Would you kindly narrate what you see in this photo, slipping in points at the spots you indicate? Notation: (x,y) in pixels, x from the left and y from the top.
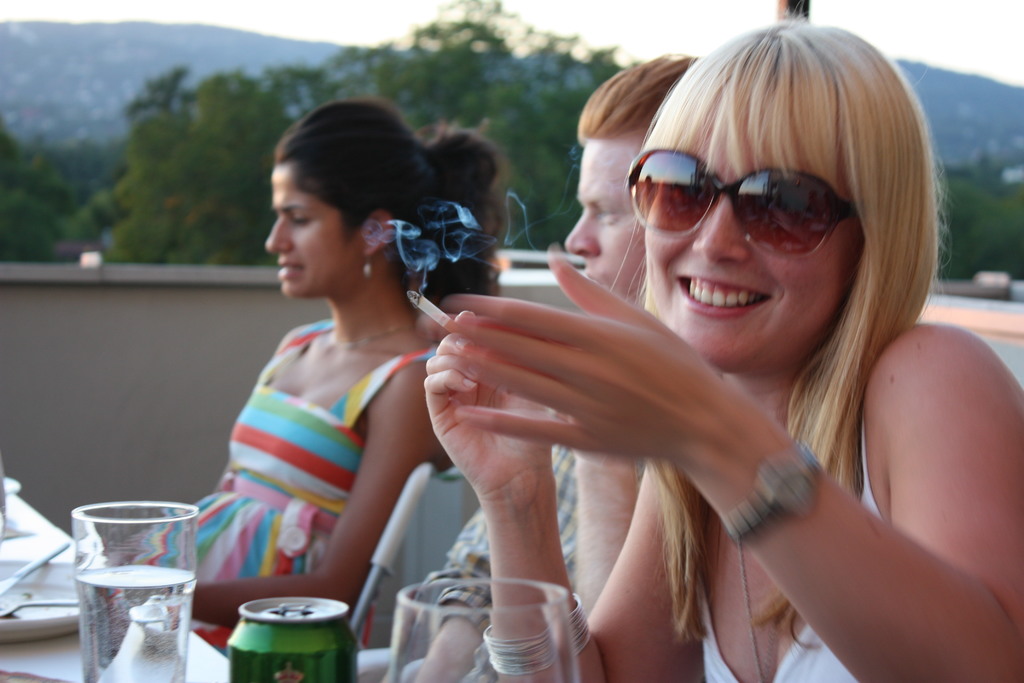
In the foreground of the picture (708,373) there is a woman (756,401) holding a cigarette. On the left (30,584) there is a table (12,552), on the table (222,663) there are glasses (402,680), tin (241,656), plate (33,586) and spoons (21,575). In the center of the picture (387,278) there is a man (456,596) and a woman (340,443). The background (295,5) is blurred. In the background (432,37) there are trees (236,106) and hills (959,112).
